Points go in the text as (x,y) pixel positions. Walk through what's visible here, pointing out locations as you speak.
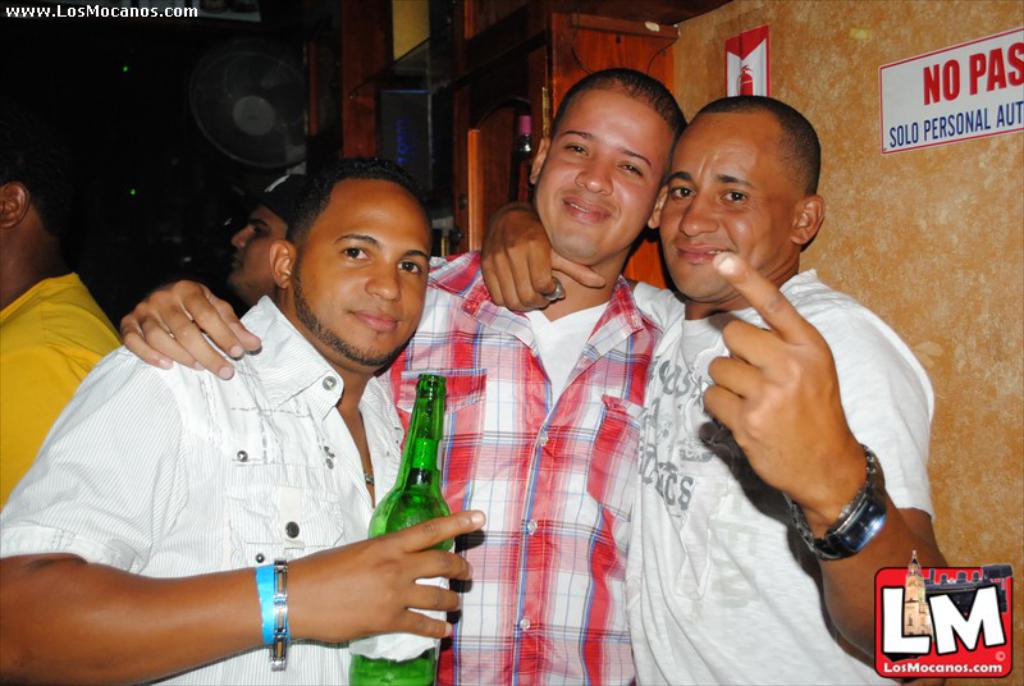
In this picture we can see three people (713,483), they are smiling and one person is holding a bottle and in the background (689,37) we can see a fan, people (1,343), wall (1018,9) and some objects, in the bottom right (999,597) and top left we can see a logo (932,605) and some text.
